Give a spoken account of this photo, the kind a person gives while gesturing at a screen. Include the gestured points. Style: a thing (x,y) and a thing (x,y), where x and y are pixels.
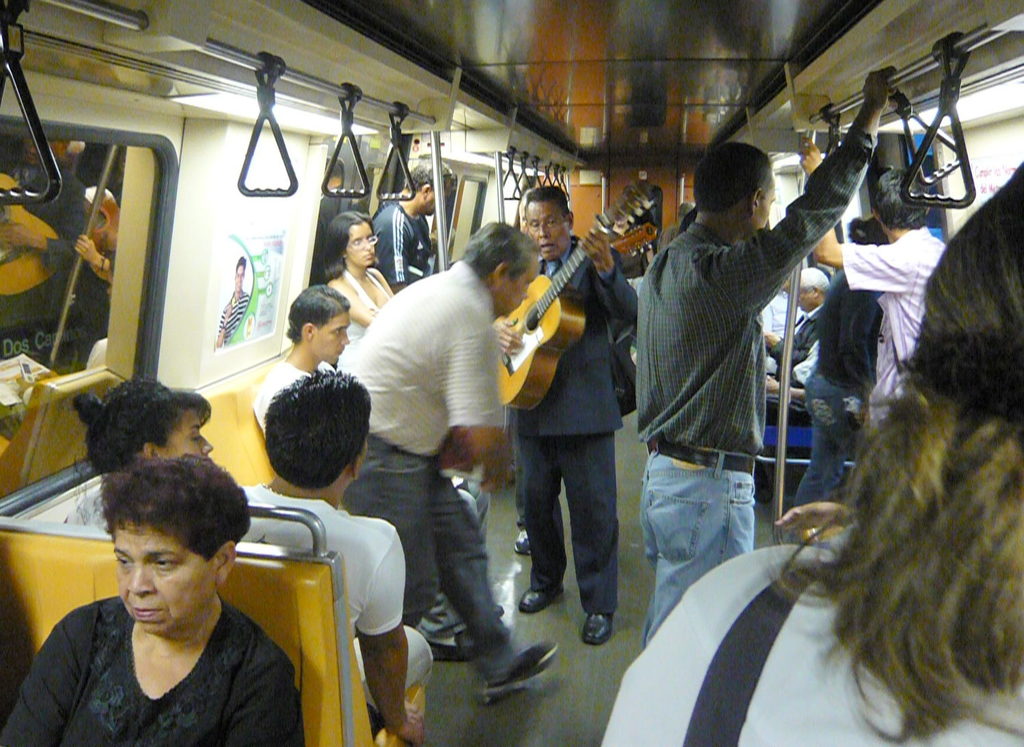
There are group of people (673,392) in the train (479,327). In the middle (599,313) a person (604,329) is playing guitar (536,366).
